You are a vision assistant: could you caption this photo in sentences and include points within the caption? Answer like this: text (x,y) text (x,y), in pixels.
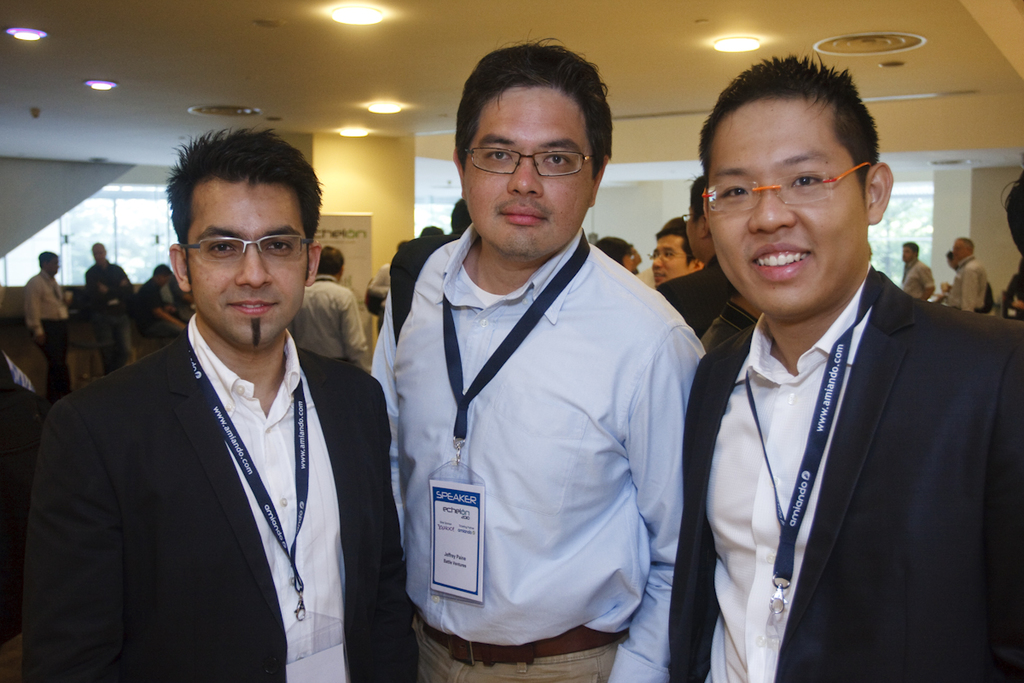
In this image I can see a group of people (515,316) are standing. In front (187,496) I can see few people (403,345) are wearing identity-cards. Back I can see the banner (364,224), wall (359,185), lights (374,109) and windows (83,276).
